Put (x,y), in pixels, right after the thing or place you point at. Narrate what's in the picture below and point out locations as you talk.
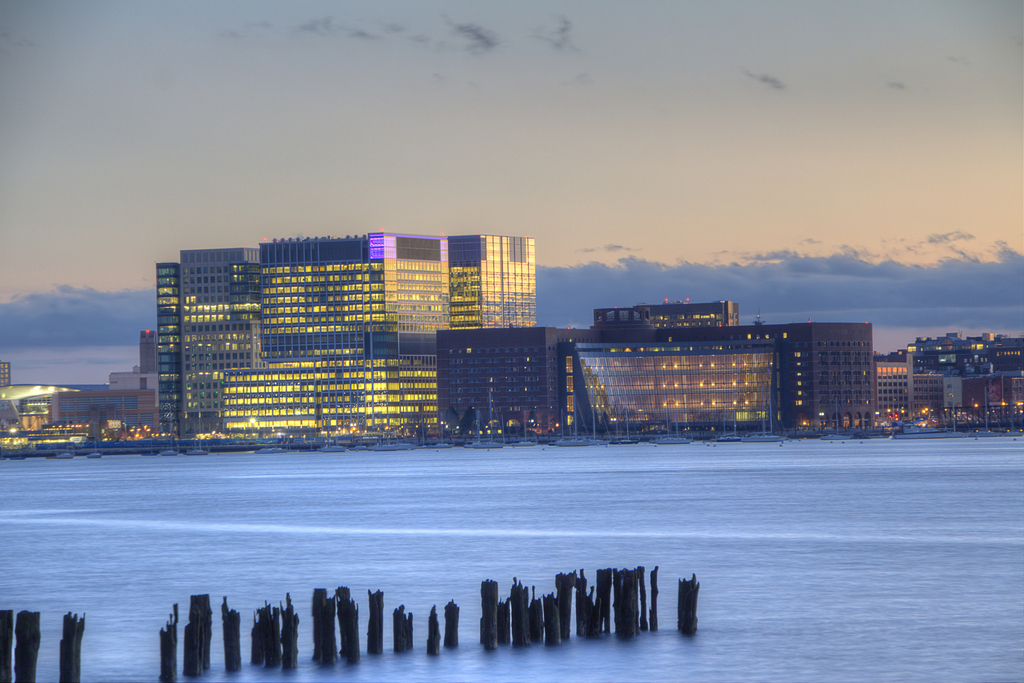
In this image at the bottom (225,579) there is a river (137,598) and also there are some wooden poles (67,671), in the background (720,351) there are buildings (830,410), poles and lights (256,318). At the top (267,146) there is sky (426,112).
